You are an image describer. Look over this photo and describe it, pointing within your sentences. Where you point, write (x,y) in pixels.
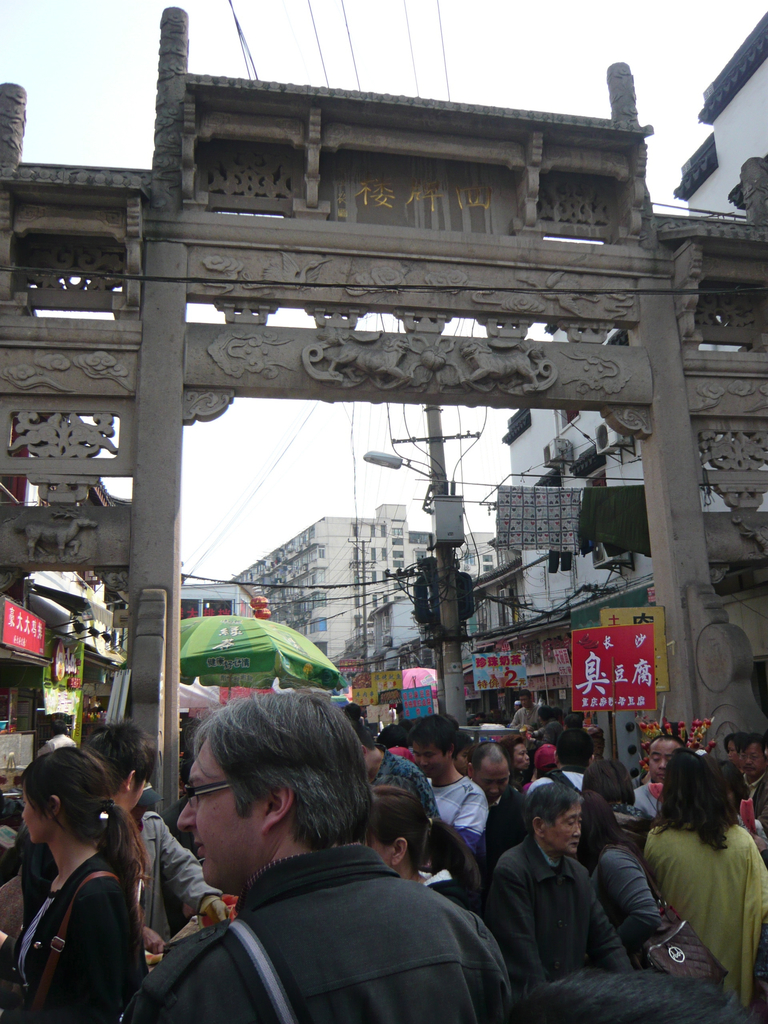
In this image there are few persons (340,824) on the street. Bottom of the image (219,978) there is a person (305,899) wearing spectacles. Beside him there is a woman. There is an arch (662,259) having few sculptures (410,350) on it. Behind there is an umbrella (231,645). There is a pole (450,667) having few wires (479,563) attached to it. A lamp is attached to the pole (441,483). Few clothes (556,516) are on the string (488,486) which is attached to the pole (440,500). Background (402,526) there are few buildings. Top of the image (465,63) there is sky (497,32).
